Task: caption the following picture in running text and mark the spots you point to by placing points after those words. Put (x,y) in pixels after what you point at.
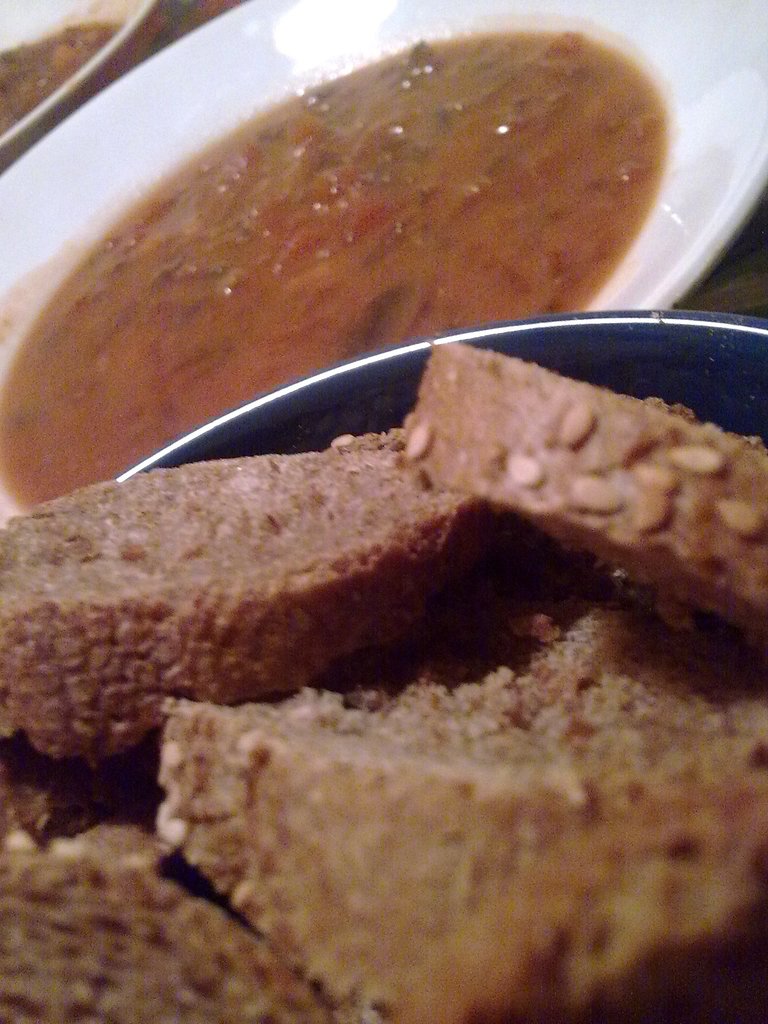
In the center of the image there is a table (761,239). On the table (744,230), we can see plates (660,48), one bowl (748,339) and some food items (298,609).
